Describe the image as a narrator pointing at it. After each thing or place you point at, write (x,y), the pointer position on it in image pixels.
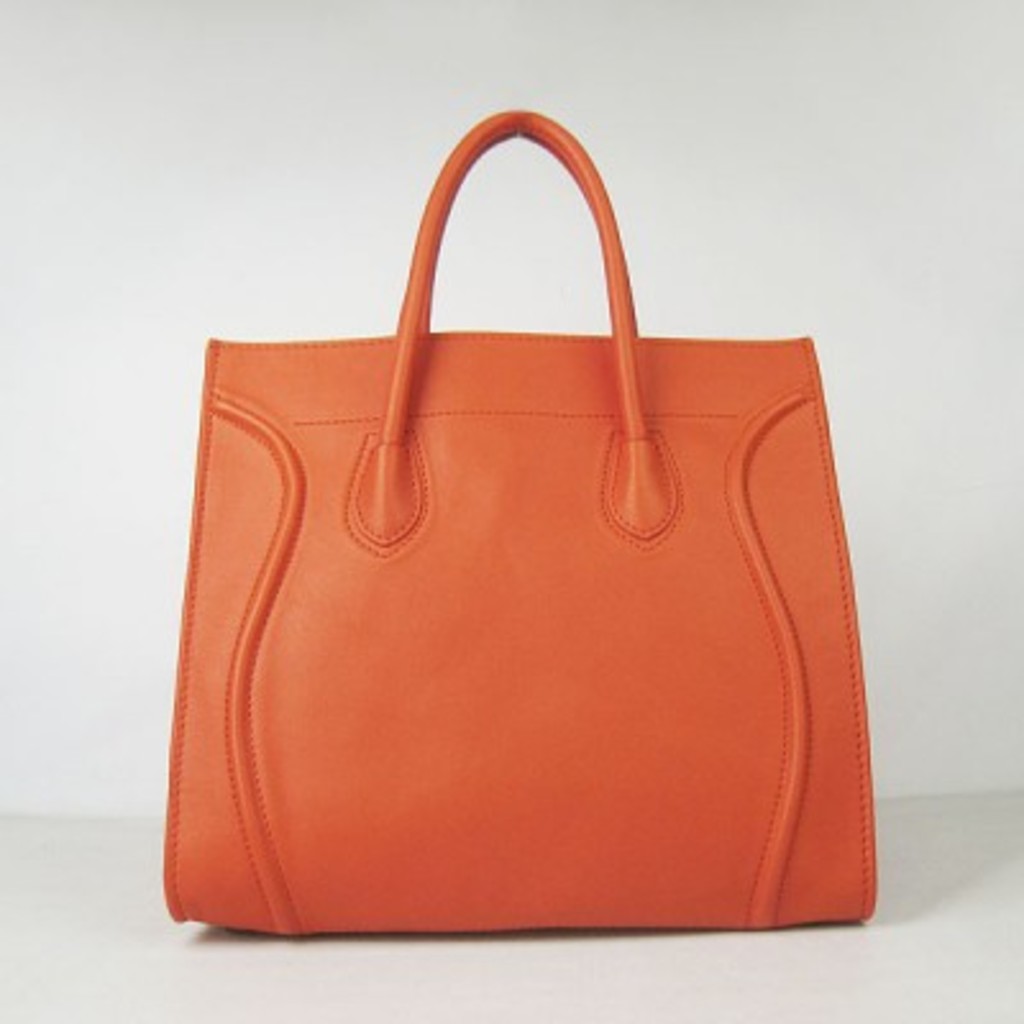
A beautifully designed orange handbag (439,649) is this picture. The background is white.
